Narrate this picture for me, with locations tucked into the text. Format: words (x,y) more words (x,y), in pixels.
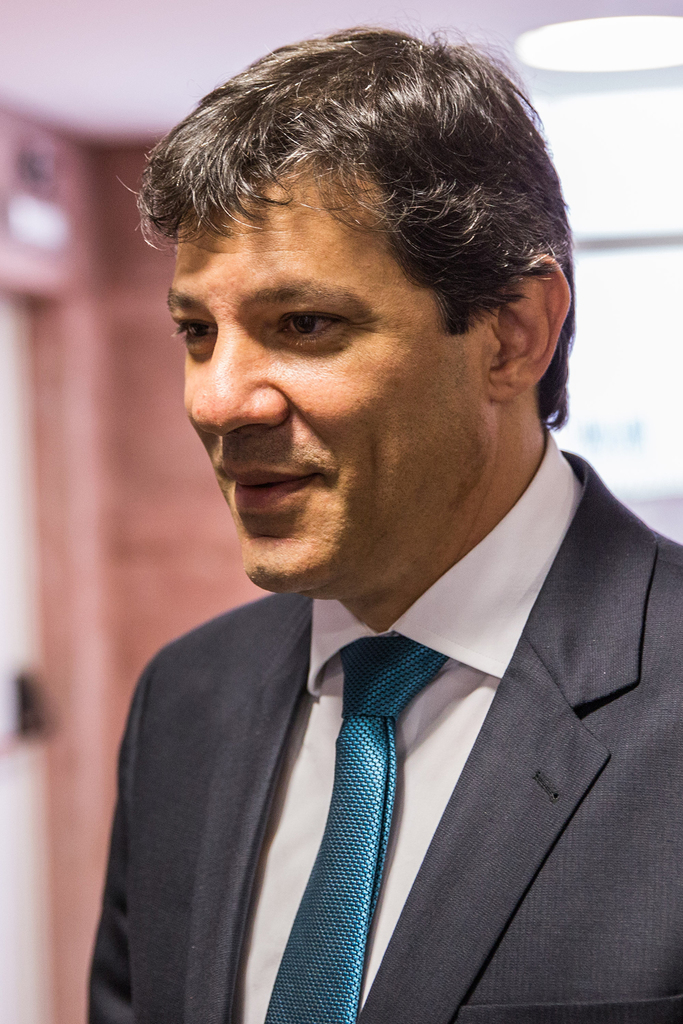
In this picture I can see a man (415,454), and there is blur background (9,828).
